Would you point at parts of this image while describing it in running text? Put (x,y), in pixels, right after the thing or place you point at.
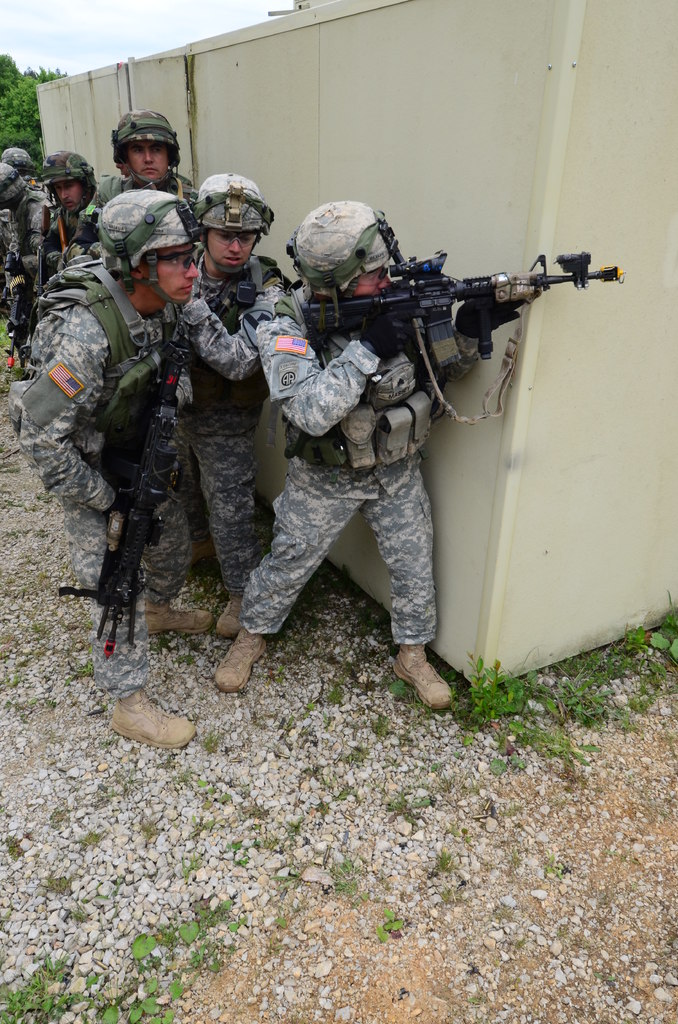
In the foreground of this image (225,440), there are persons (315,403) holding guns (522,299) behind a wall (430,81). On the bottom (297,948), there are small stones (169,895) and plants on the ground (368,826). In the background (100,28), there are trees (34,81), sky (71,53) and the cloud (89,10).
